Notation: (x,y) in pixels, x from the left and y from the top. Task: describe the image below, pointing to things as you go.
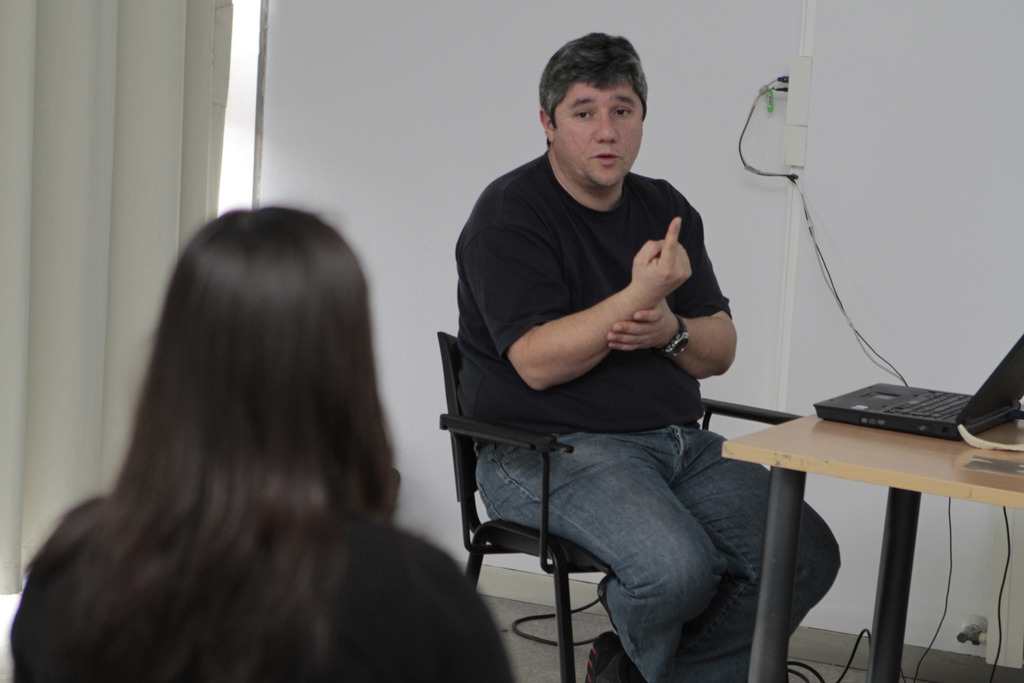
There is a man (612,49) sitting on a chair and he is giving an instructions to a woman (119,679) in front of her. This is a wooden table (878,471) where a laptop (908,429) is kept on it.
